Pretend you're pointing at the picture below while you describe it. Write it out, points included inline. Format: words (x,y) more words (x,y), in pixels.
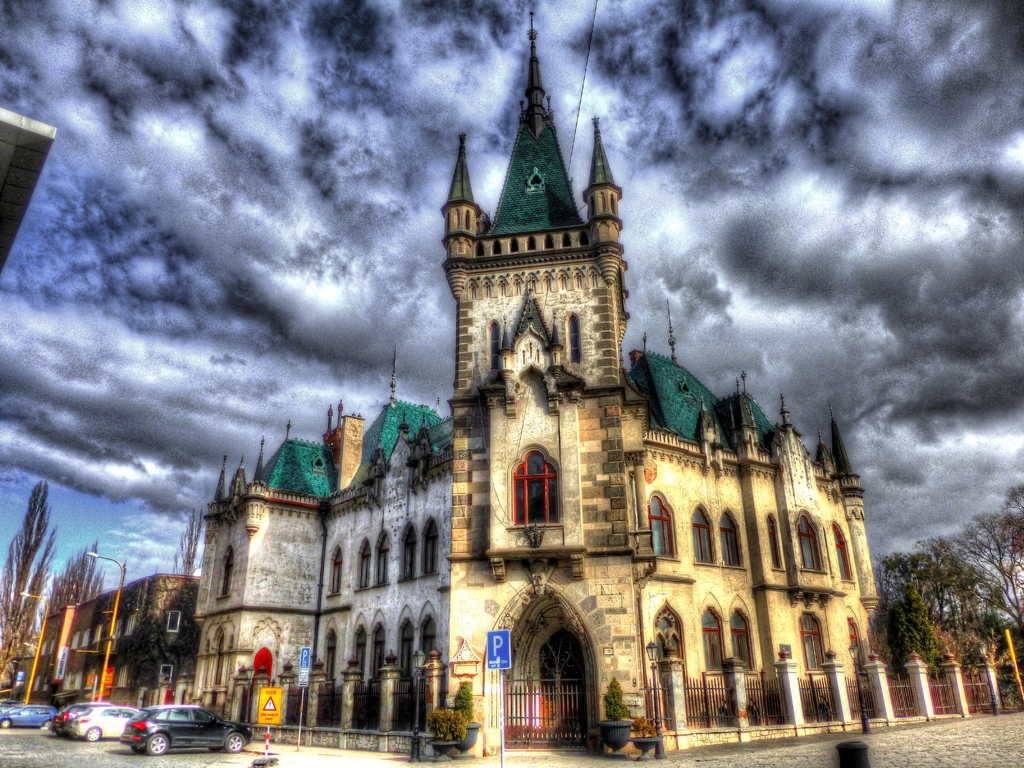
In this image we can see buildings (697,545), trees (983,606), fence (937,682), potted plants (468,685), poles (268,730), street lights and sign boards (266,713). At the top of the image (880,132), we can the sky (731,108) with clouds (172,235). At the bottom of the image (1013,756), we can see a road (919,757) and cars (150,723).
